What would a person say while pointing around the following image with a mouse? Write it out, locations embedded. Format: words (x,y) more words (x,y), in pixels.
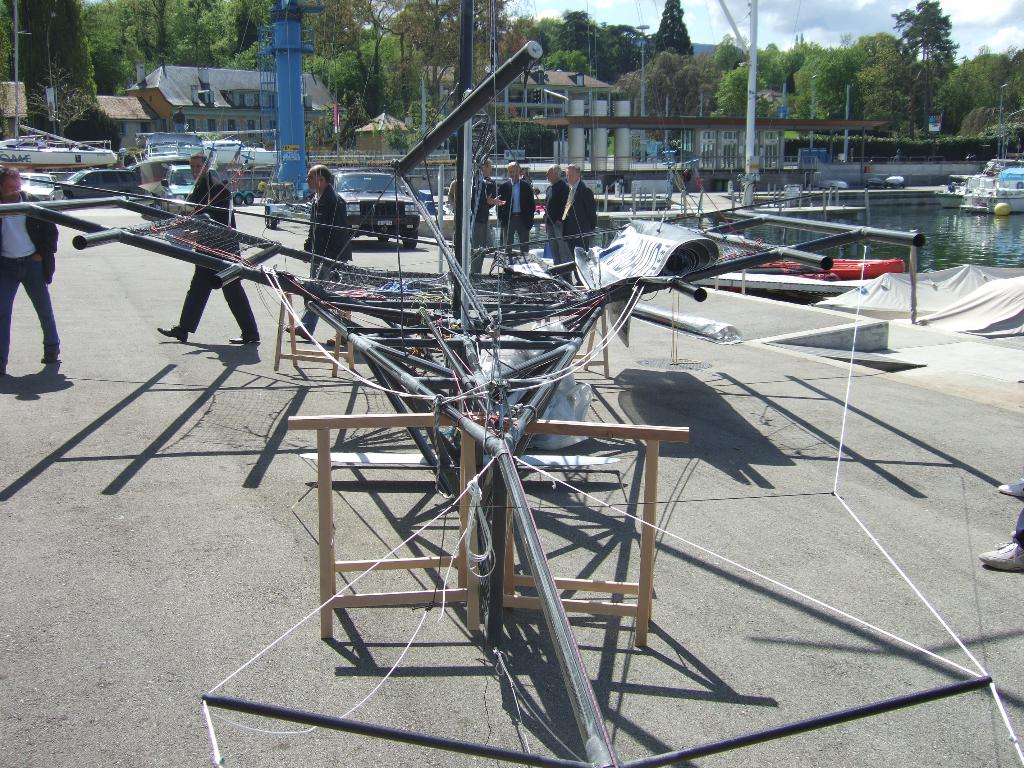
In this picture we can see metal rods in the front (574,472), on the right side (972,241) we can see water (990,247) and boats (997,200), there are some vehicles (374,177) and few persons (329,175) in the middle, in the background (895,100) there are trees (672,48) and buildings (308,72), we can see the sky (882,29) at the right top of the picture (850,18).
